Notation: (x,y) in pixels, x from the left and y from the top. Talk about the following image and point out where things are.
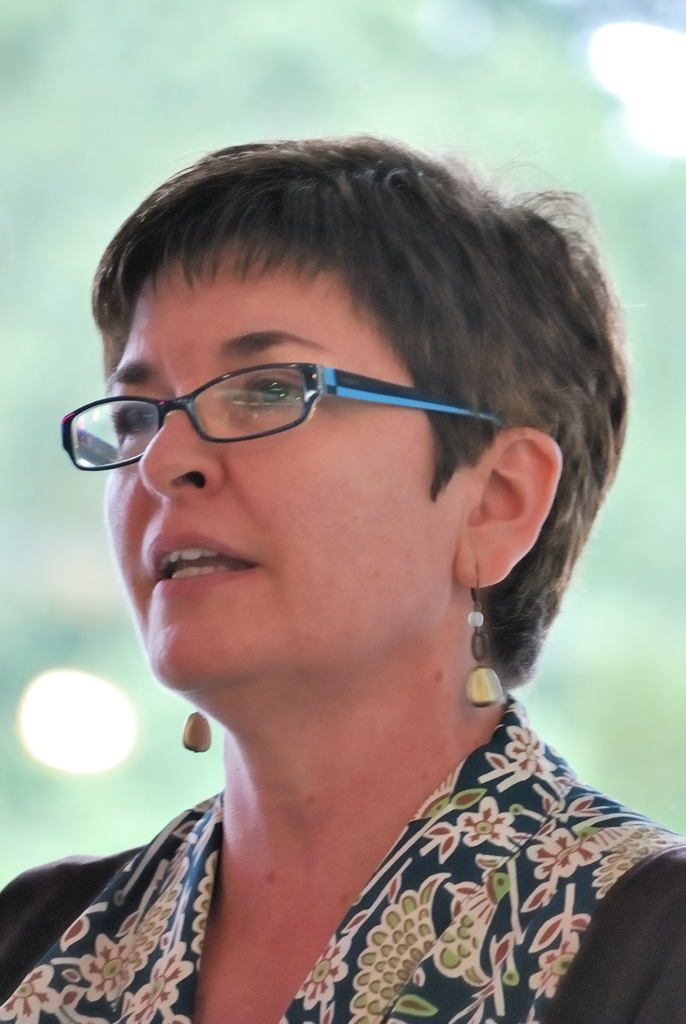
In the picture I can see a woman (166,906) wearing a dress (142,912), earrings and spectacles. The background of the image (45,290) is blurred.
